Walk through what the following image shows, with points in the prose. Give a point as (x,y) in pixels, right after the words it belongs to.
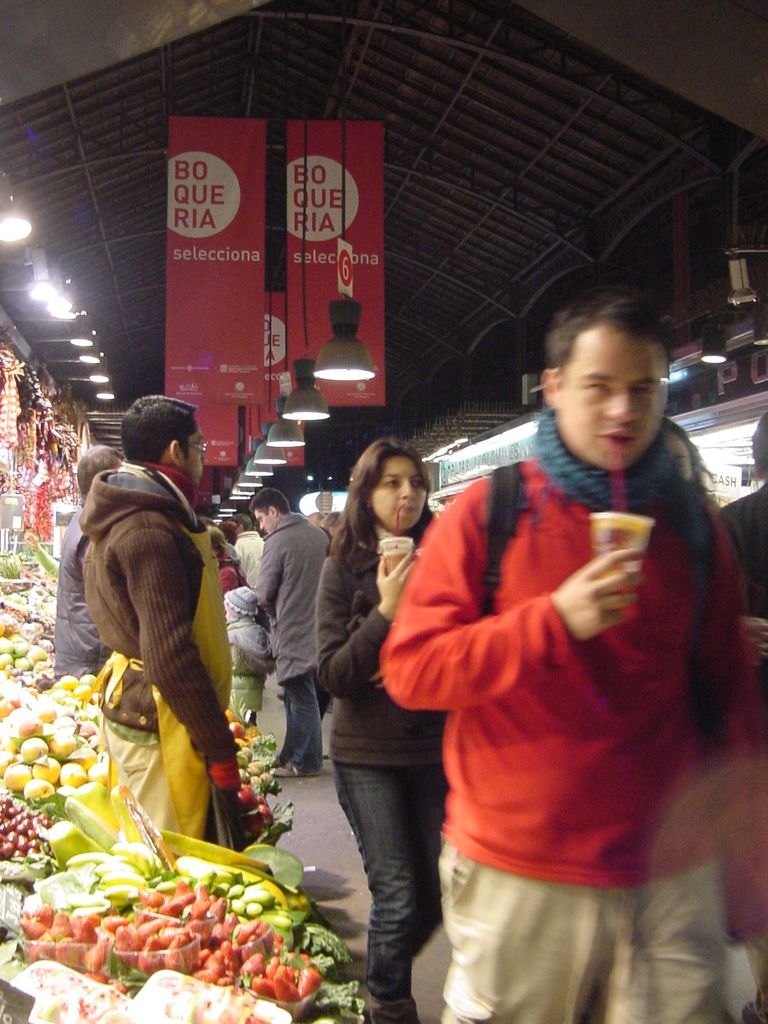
In this picture there are few persons (407,634) standing and there are few fruits (57,764) and vegetables (51,646) in the left corner (110,799).
